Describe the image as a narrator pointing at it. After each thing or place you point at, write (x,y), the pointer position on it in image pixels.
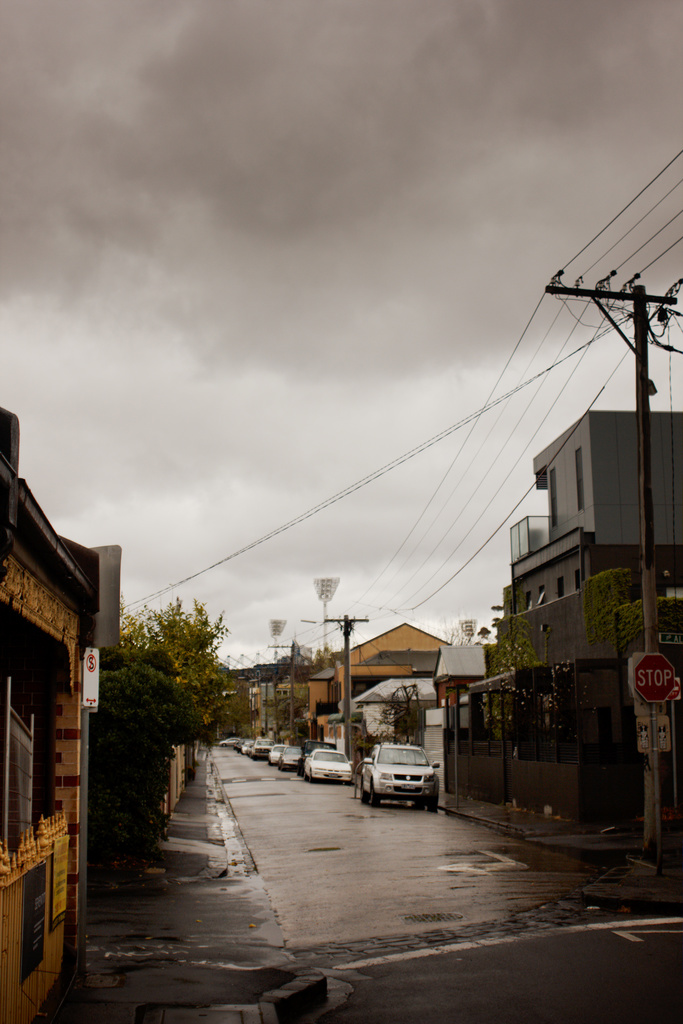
In this image I can see few vehicles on the road (347,891). I can also see few electric poles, buildings (406,635) in brown and gray color, trees (218,714) in green color and the sky (246,412) is in white and gray color.
